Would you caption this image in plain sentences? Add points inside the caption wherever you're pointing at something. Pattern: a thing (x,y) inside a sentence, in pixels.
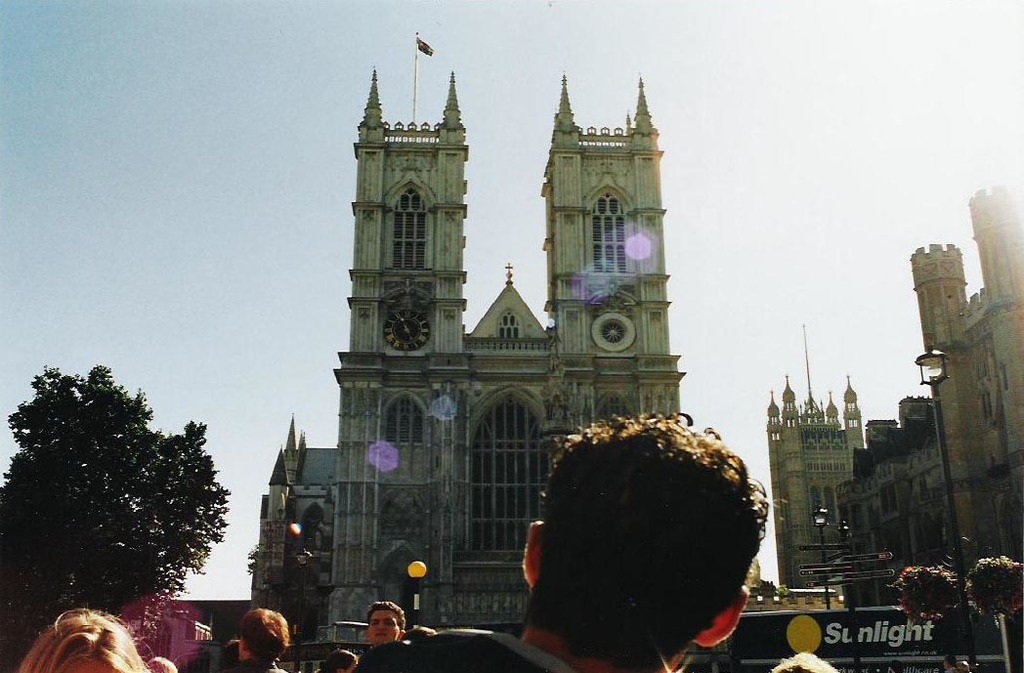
In the image there are few people (393,621) visible in the front (500,672) and behind there are castles (487,408) and buildings (900,542) with trees (160,538) in front of it and above its sky (782,85).
